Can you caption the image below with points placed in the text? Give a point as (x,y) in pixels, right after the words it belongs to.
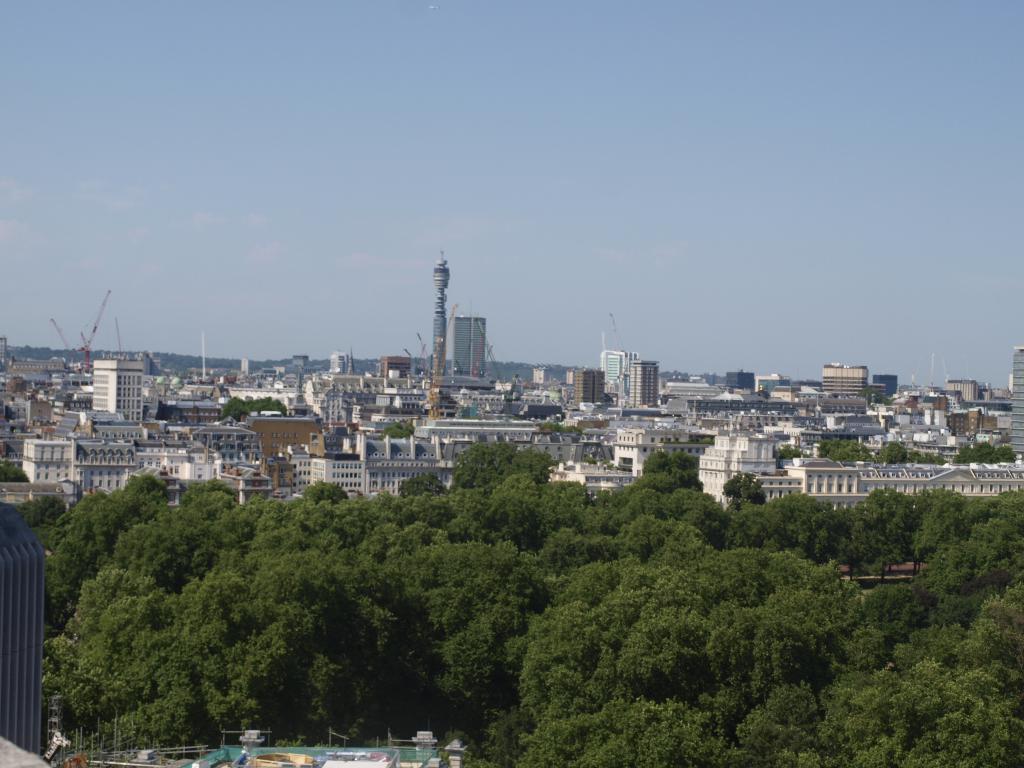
In this image at the bottom (586,675) there are trees (353,729) buildings (103,452), houses (114,467), and in the background (460,404) there are some towers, buildings (829,432), houses (276,435), trees (851,451) and poles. At the top (411,235) there is sky (540,160).
